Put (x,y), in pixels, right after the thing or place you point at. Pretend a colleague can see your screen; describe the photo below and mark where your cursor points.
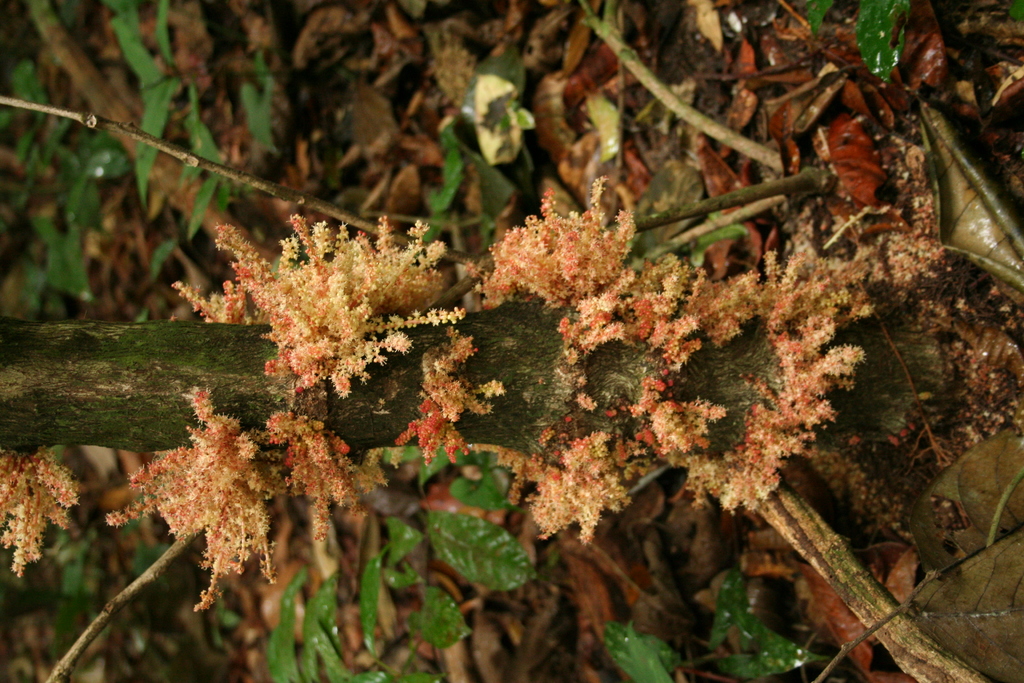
In this image we can see the flowers (442,368) on a branch (532,344) of a tree (545,366). We can also see some dried leaves (637,123) beside.
